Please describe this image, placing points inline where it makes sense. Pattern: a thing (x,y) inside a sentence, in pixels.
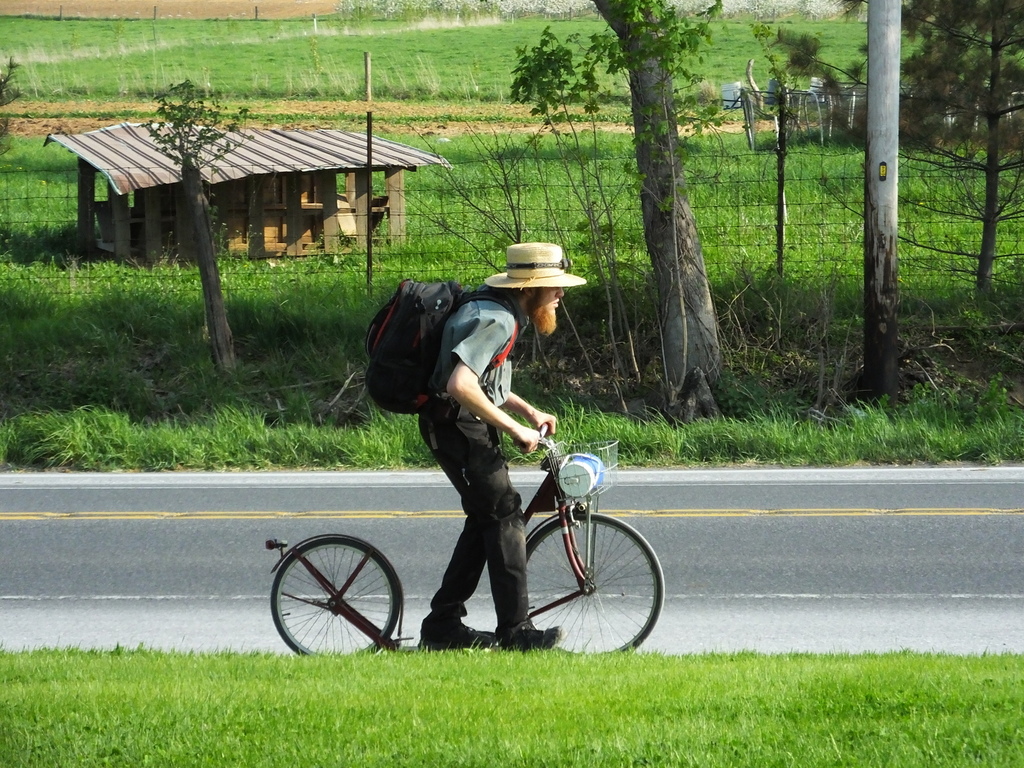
A man (495,417) wearing a bag (401,348) and hat (500,286) is riding a cycle (371,629) along a road (758,524). There is grass (614,709) beside him. In the background (760,222) there is tree (660,128), shed (292,180) and grass (425,64).
